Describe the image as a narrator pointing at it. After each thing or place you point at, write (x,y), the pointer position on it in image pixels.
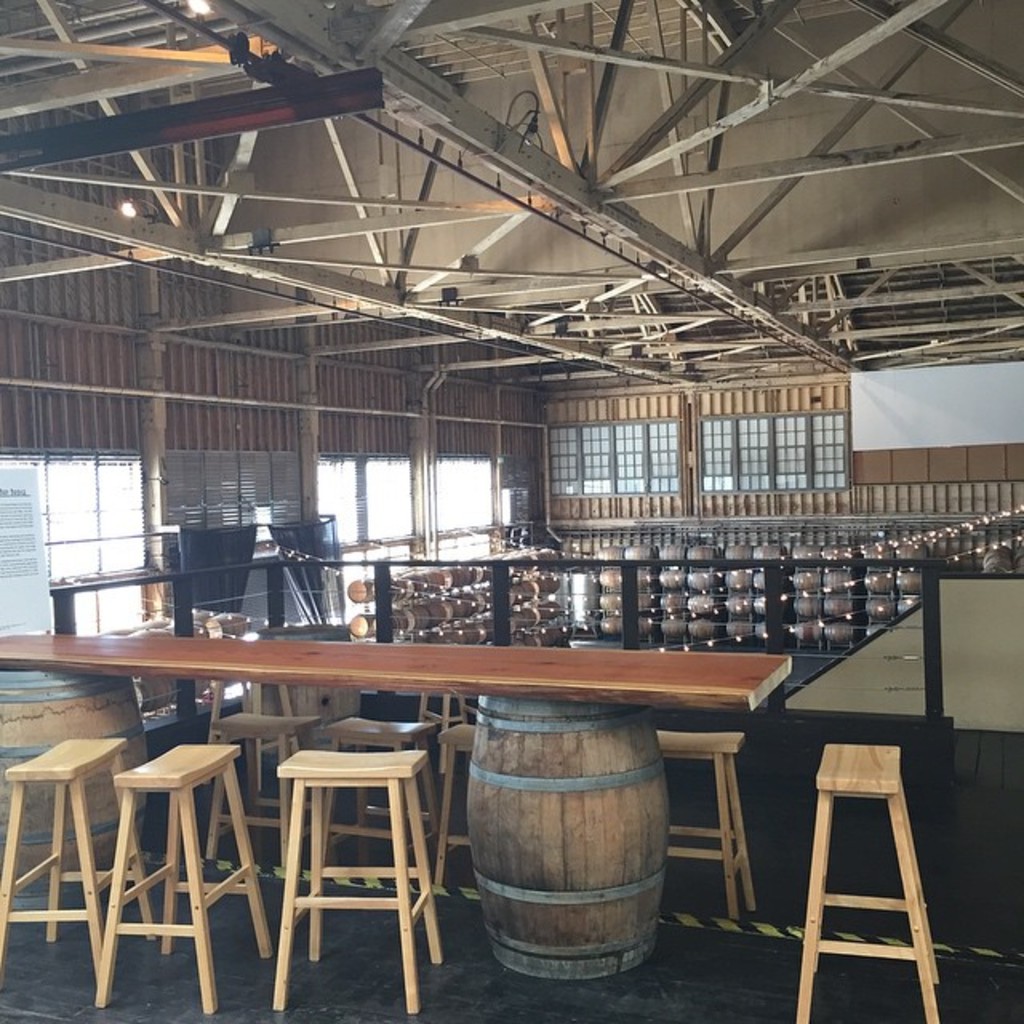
This is an inside view of a shed (24,306). At the bottom (433,685) there is a wooden plank (644,676) placed on two drums (56,702). There are many empty stools (317,855). On the right side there is a stool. In the background (528,589) there are many objects (560,615) and few lines (653,611) are attached to the railing (500,596). On the left side (186,525) there are few windows (288,506). In the background (883,430) there is a board (934,442) attached to the wall (780,403) and there are few metal frames (634,464). At the top of the image (566,179) I can see few metal rods (637,164).
